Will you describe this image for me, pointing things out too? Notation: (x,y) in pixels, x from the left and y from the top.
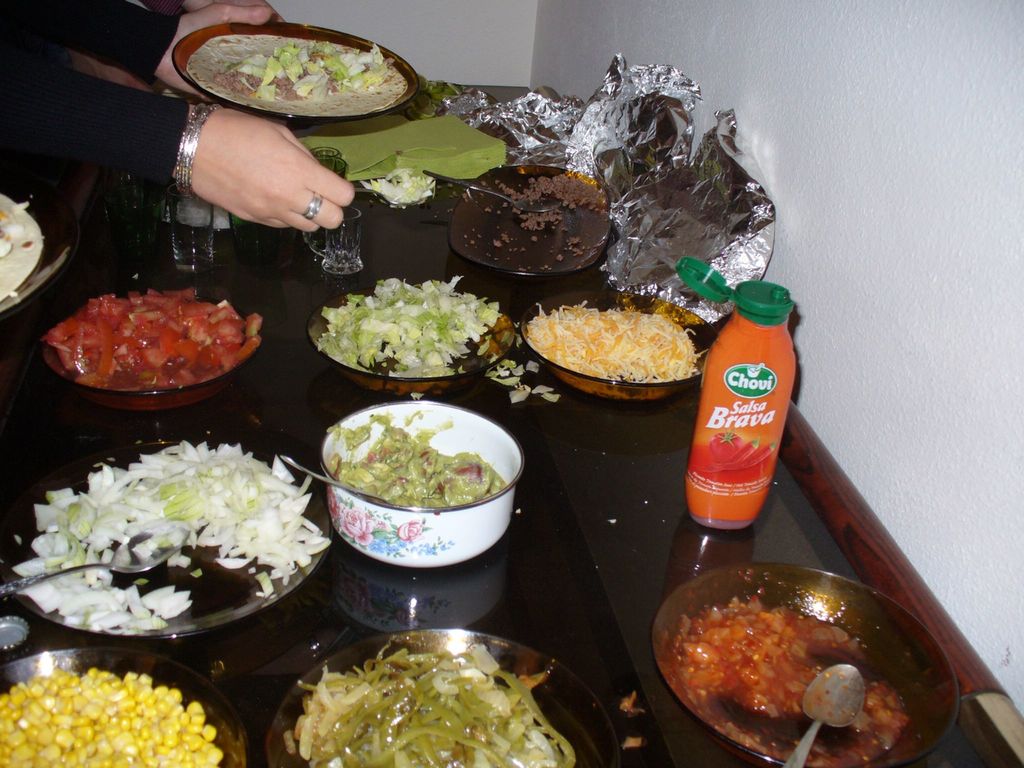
In this image I can see a black colored surface (543,561) and on the black colored surface (595,517) I can see few plates (507,250) and few bowls (484,533) and on the plates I can see few ingredients (180,519) and I can see few spoons (846,693) and a aluminium foil (666,184) and a bottle (752,347) which is orange in color. To the left top of the image (14,147) I can see a person (57,155) wearing black dress (132,139) is holding a plate (184,67) in hand (195,25) and in the background (641,10) I can see the white colored wall (725,56).
